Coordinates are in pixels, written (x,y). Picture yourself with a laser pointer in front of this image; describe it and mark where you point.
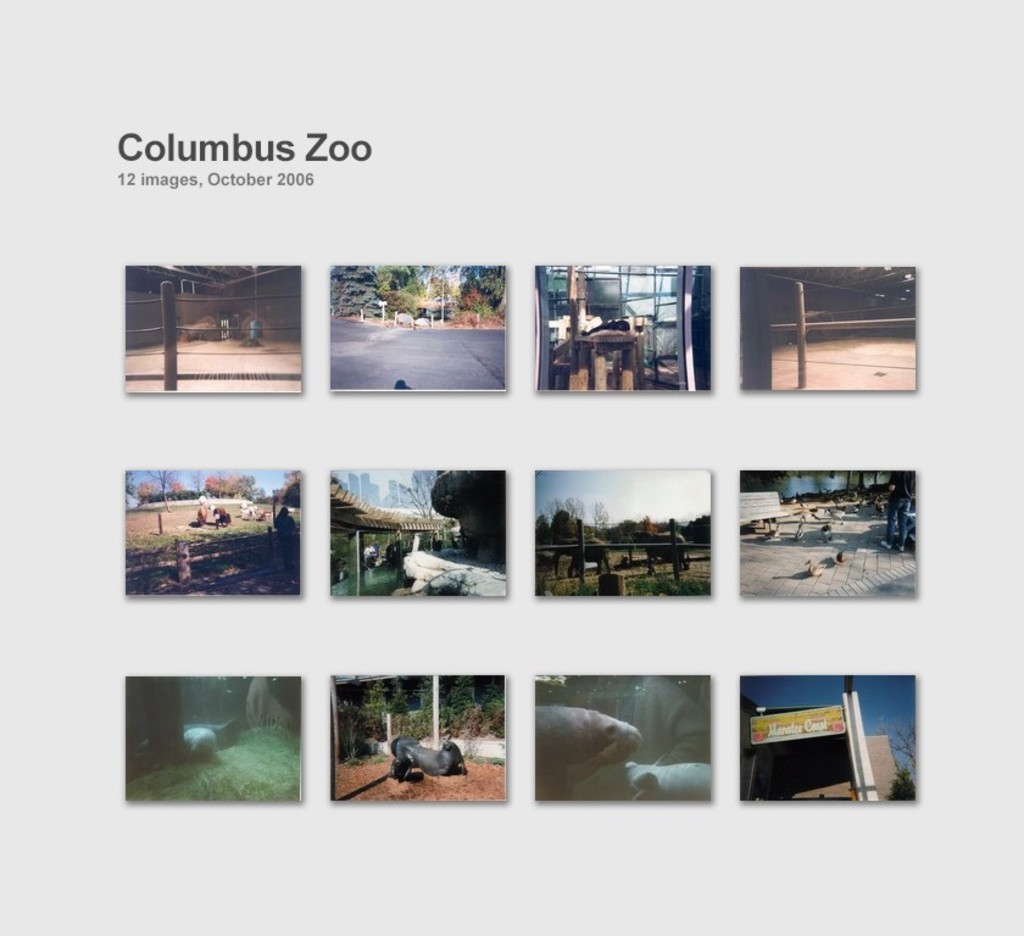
Here this is a collage image, in which we can see a group of images (286,480) of different things (288,698) present over there and at the top (298,182) we can see some text (279,185) present.
